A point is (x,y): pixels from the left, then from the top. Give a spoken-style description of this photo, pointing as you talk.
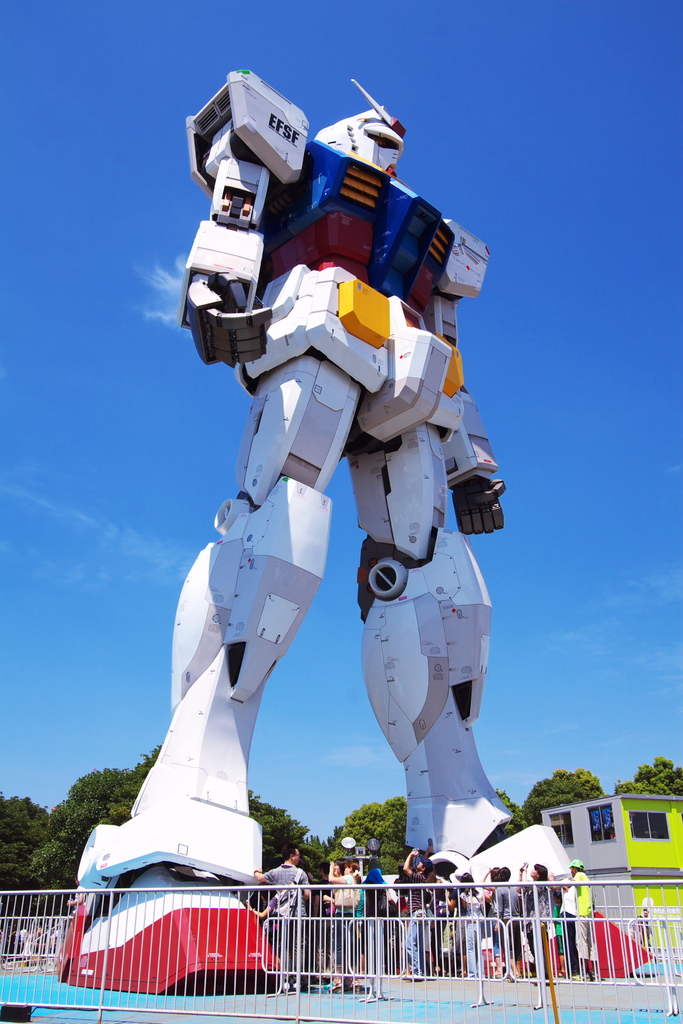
In this picture we can see a robot (422,819). On the ground (315,1010) there is a group of people (343,861). At the bottom of the image (298,947), there are grilles (274,1017). Behind the robot (260,933), there is a building (568,836), trees (533,820) and the sky (557,489).
